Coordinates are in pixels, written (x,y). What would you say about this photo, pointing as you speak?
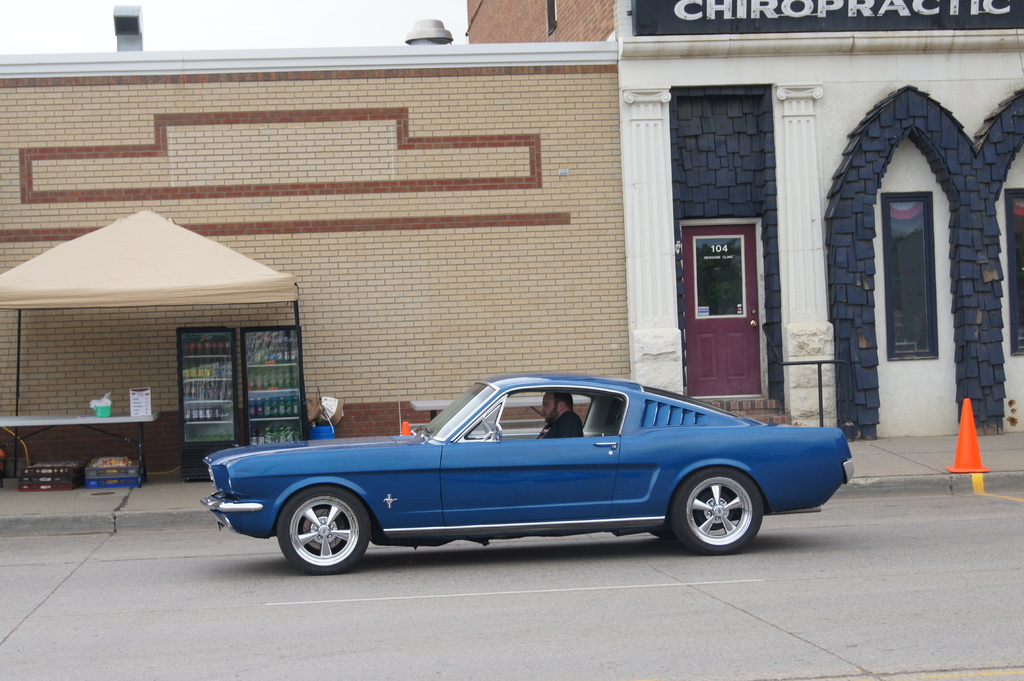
In this picture we can see a man (560,431) is sitting in a car (519,455). Behind the vehicle (504,462) there are cone barriers (403,429) and in the stall (271,393) there is a refrigerator (256,398), table (67,425) and other things (40,475). Behind the stall (116,262) there is a wall (154,376) and a building (806,179) and behind the building (356,79) there is a sky (308,37).
